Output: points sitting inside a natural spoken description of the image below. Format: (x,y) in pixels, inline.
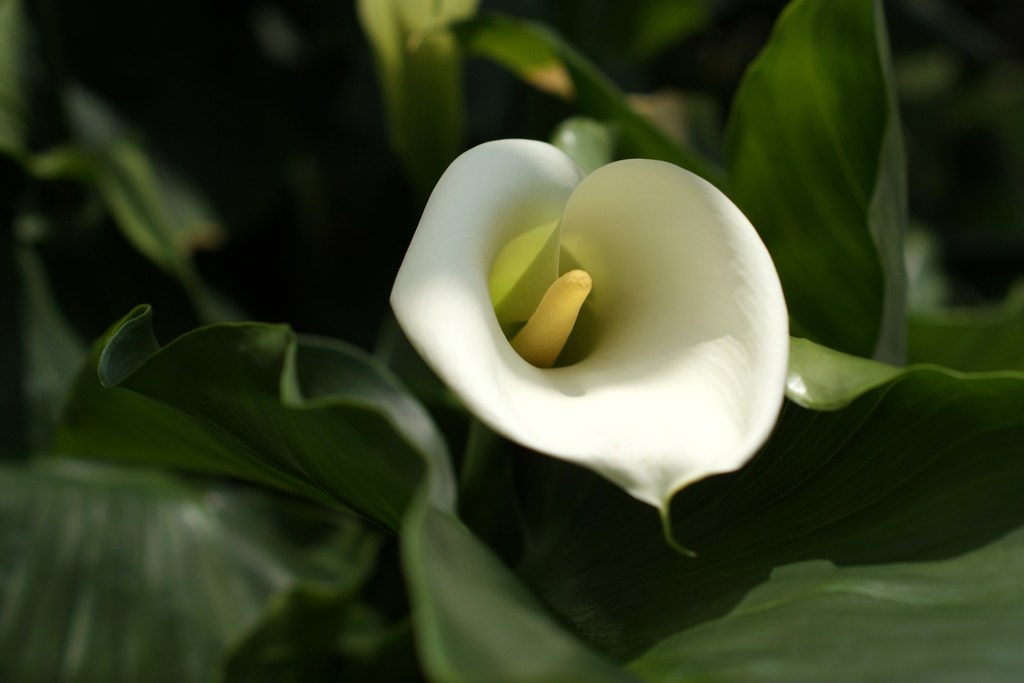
In this image I can see a beautiful white color and there are green leaves (356,525).
